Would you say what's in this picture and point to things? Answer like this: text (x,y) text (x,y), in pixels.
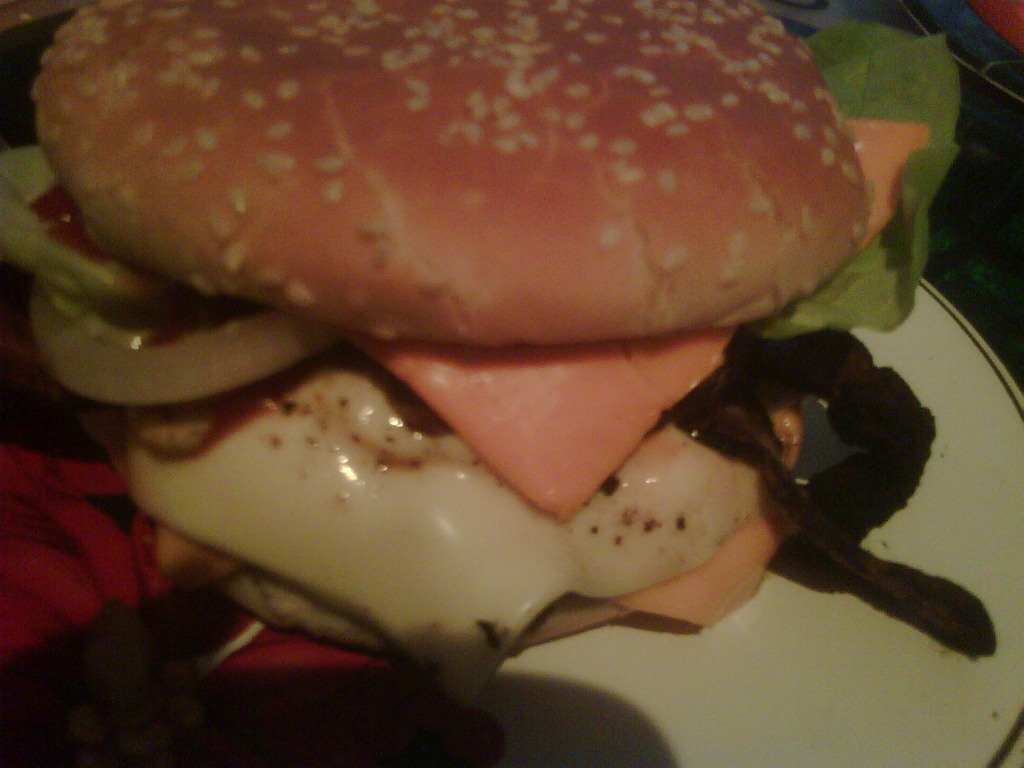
In this image I can see the food (449,281) which is in brown, orange, cream and black color and the food (911,438) is in the plate (784,605). The plate (835,652) is in white and black color.
